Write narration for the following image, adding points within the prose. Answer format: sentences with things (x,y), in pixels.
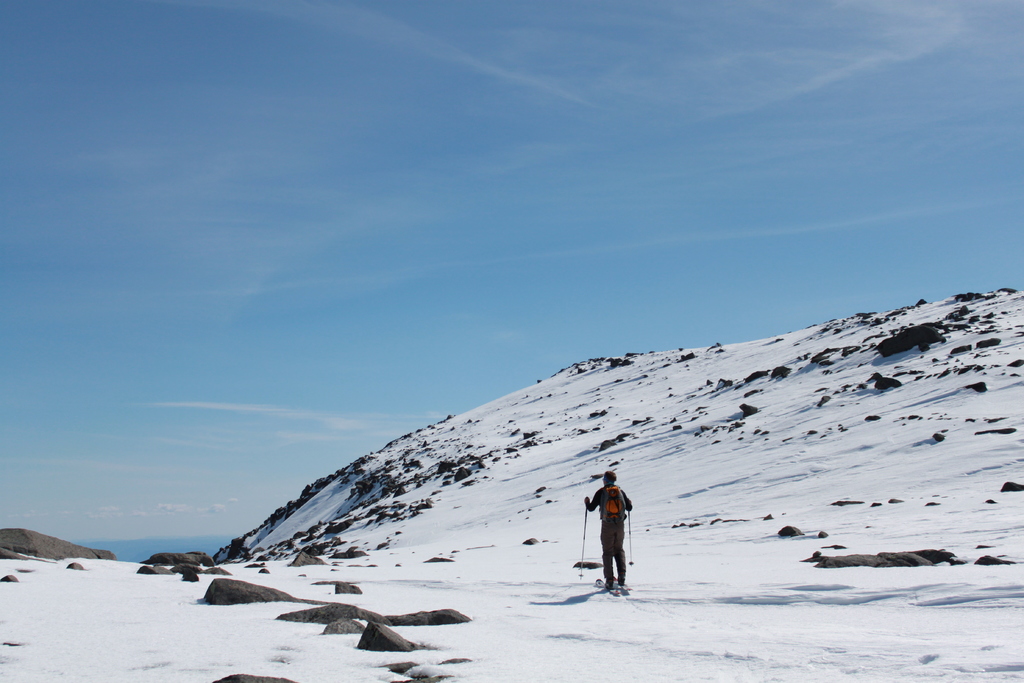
This is the picture of a place where we have a person (603,554) who is holding the sticks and skating on the snow floor (619,634) and around there are some rocks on the floor (619,634).
